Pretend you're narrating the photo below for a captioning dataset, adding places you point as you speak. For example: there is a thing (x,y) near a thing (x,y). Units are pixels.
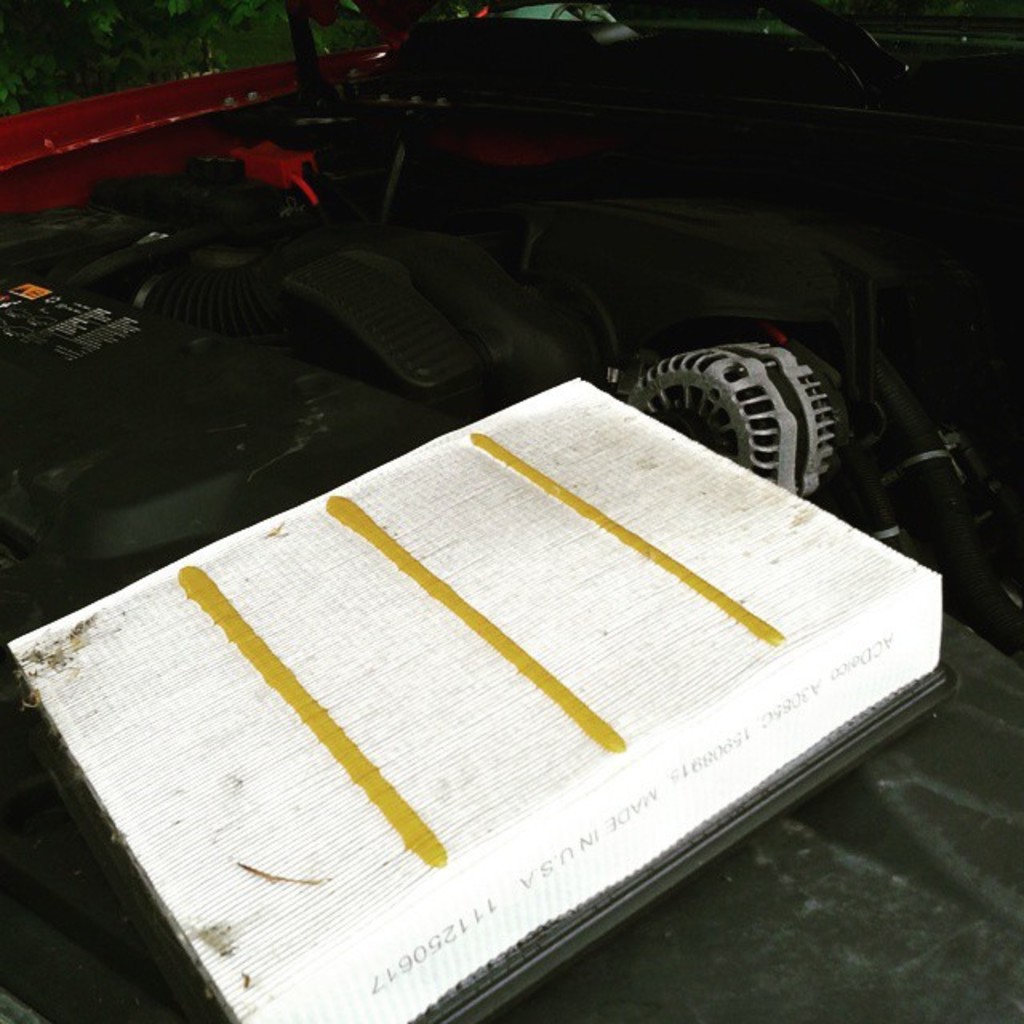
This image looks like it is clicked in an outdoor area. In the front (408,329), we can see the parts (547,323) of an automobile (592,284). At the bottom (549,729), there is an object (536,754) in square shape. At the bottom (842,983), there is an engine cover (822,971).
